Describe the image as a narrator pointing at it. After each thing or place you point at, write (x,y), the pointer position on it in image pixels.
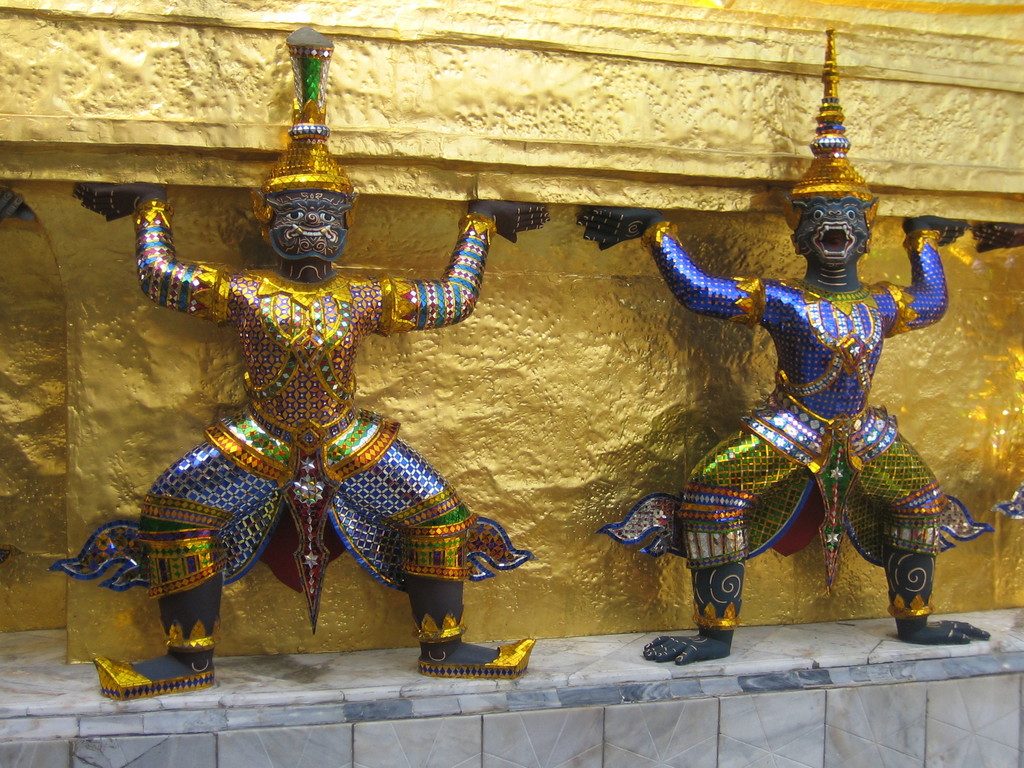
In this image, we can see sculptures (321,477) in front of the wall (773,42).
